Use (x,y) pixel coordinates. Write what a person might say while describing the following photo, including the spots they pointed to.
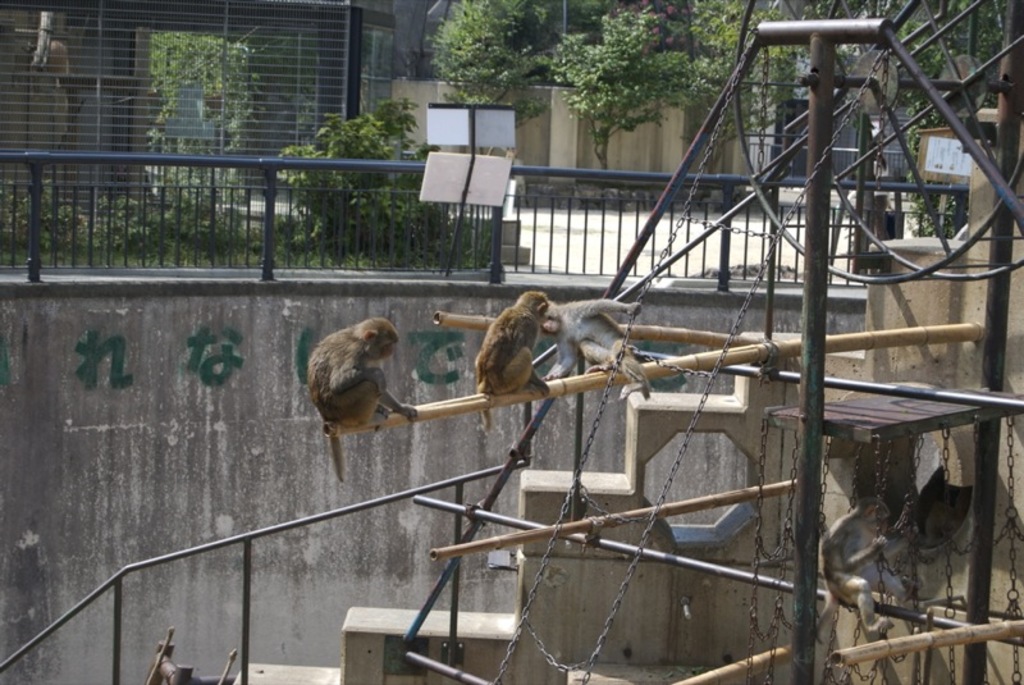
In this image we can see monkeys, wooden sticks (746,497), steps (647,591), poles (993,510), chains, walls (418,393), railing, plants (422,246), trees (545,71), grille (228,121), and other objects (436,109).
